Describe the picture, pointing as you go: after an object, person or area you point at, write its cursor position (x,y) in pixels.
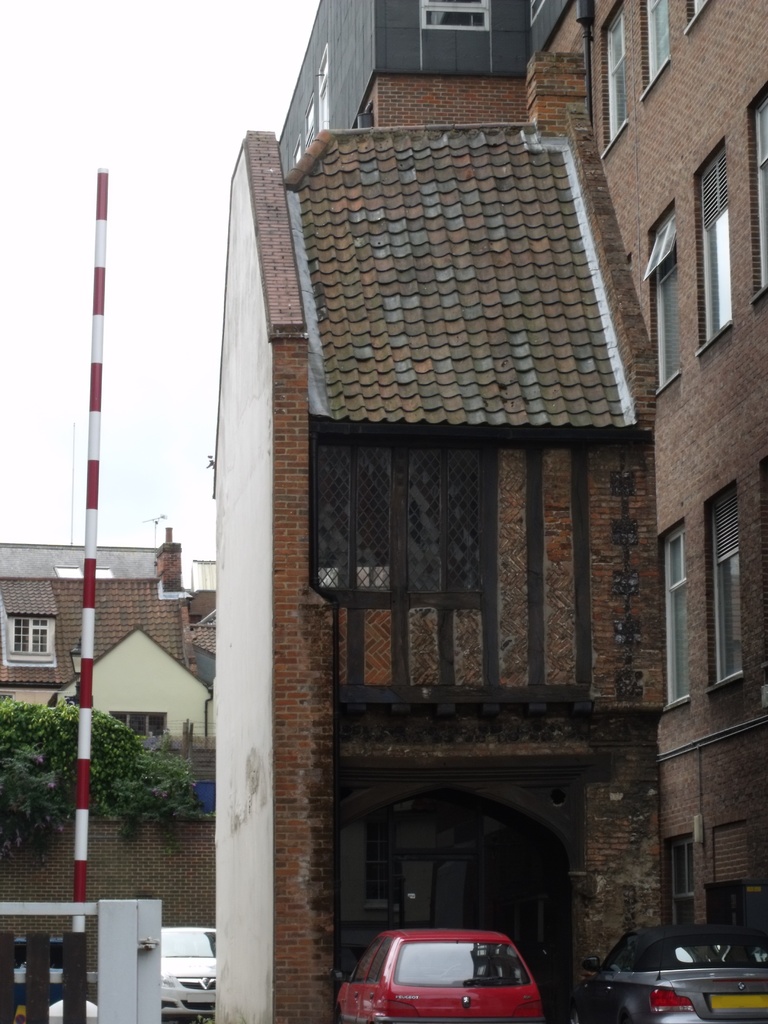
This is an outside view. At the bottom (343,993) there are few cars (192,970). On the left side (51,749) there is a pole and a tree (48,764). In the background (286,652), I can see the buildings (259,366). At the top of the image (149,69) I can see the sky (58,84).
